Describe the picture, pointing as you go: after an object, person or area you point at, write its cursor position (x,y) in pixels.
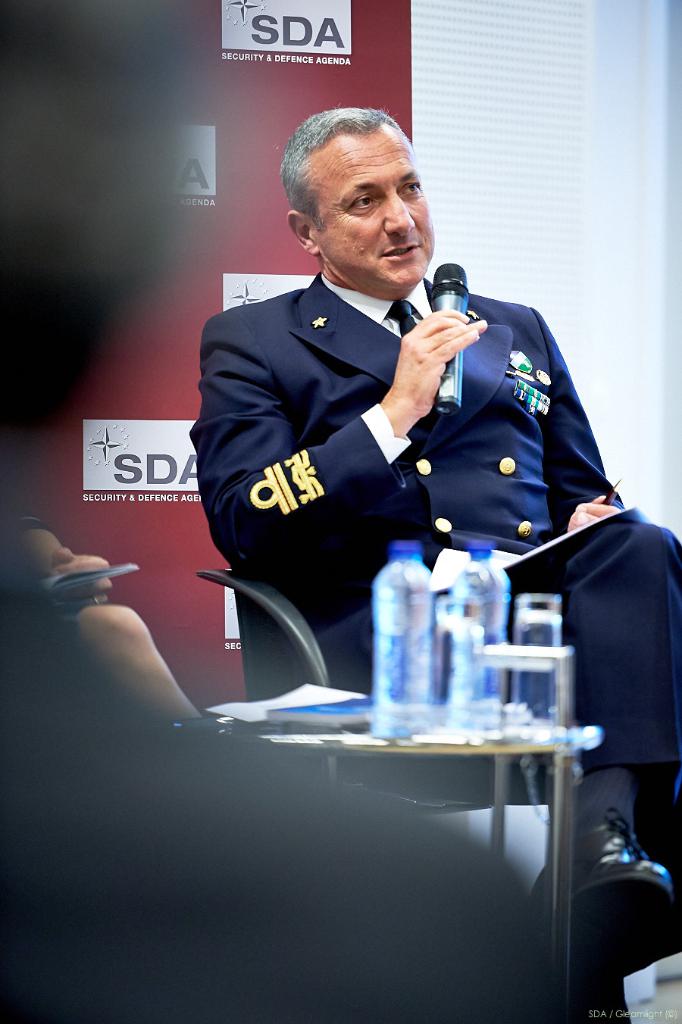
In this picture we can see man (437,542) holding mic (439,306) in his hand (431,327) and talking with paper (449,562) on him aside to him there is table (292,730) and on table (306,732) we can see bottles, book (328,693) and some person (40,549) sitting on chair (321,677) and in background (212,197) we can see banner (387,70).
